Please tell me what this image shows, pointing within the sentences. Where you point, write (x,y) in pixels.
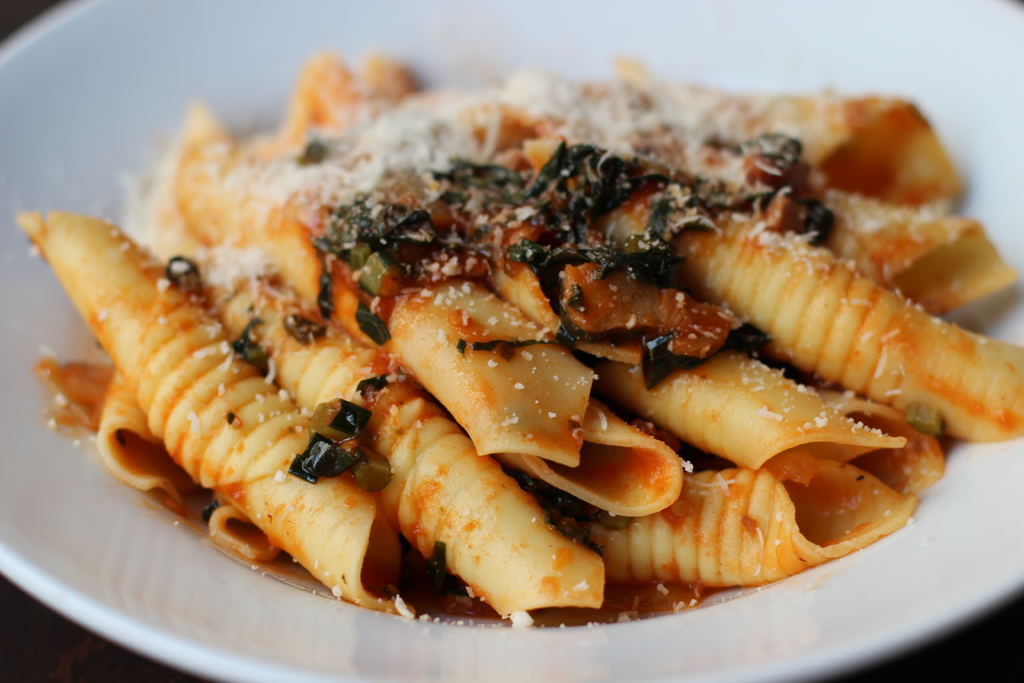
In this image there is a plate (196,604). In the plate (225,626) there is pasta (705,285) on which there is some garnish (448,186).
